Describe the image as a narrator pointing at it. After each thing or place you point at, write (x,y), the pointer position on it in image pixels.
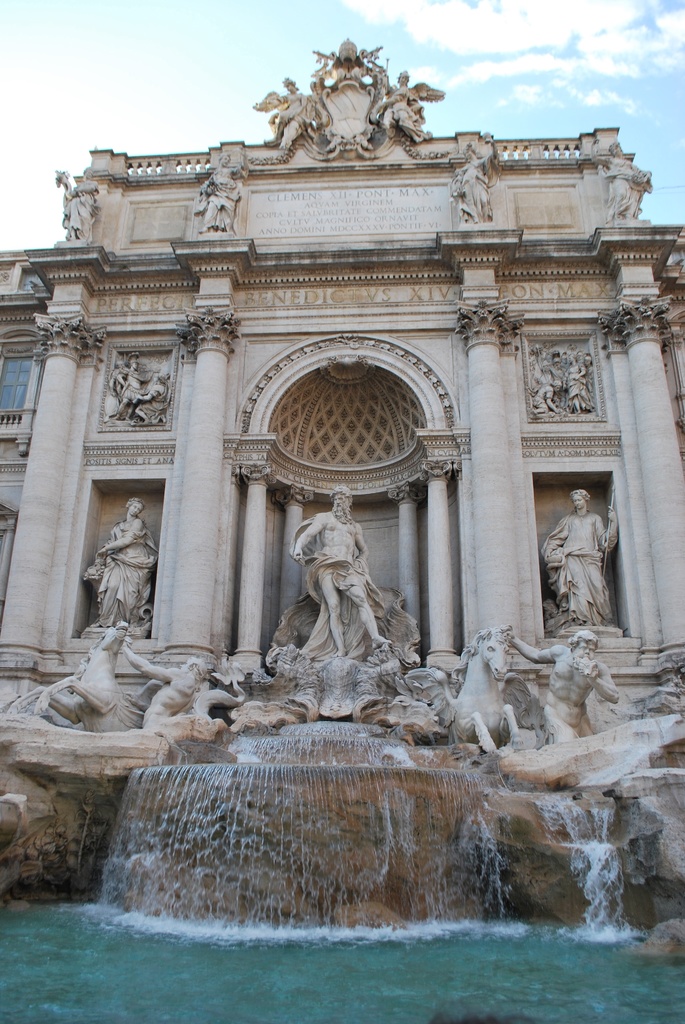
In the foreground of this image (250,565), there is a building (349,443) and a waterfall (282,882). At the top (215,14), there is the sky (261,10) and the cloud (453,31).
